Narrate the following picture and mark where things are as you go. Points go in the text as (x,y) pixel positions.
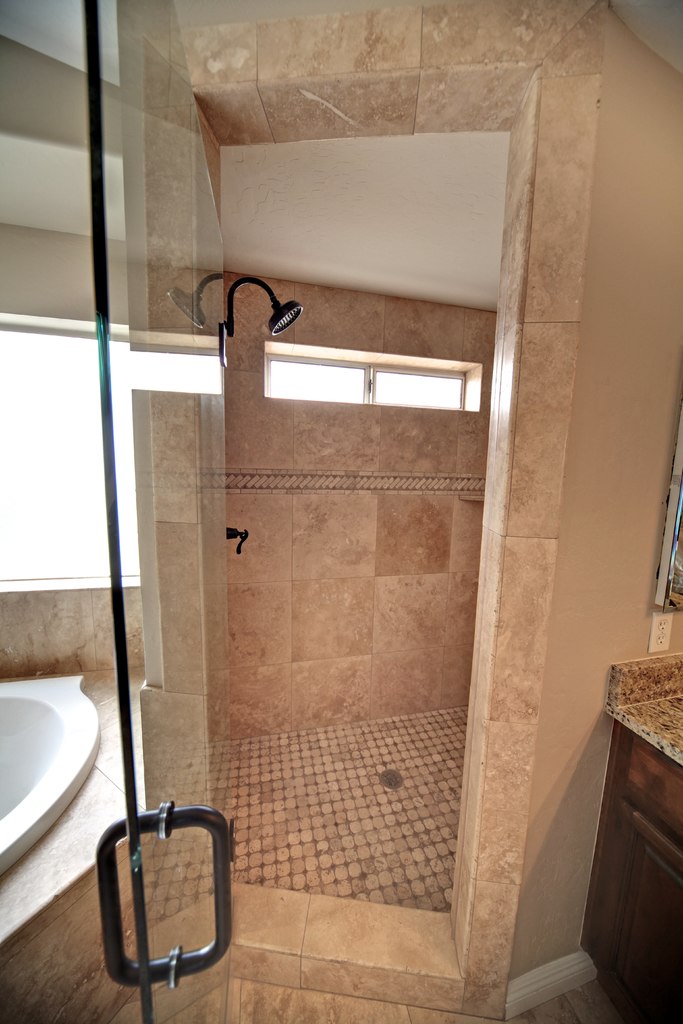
In this image I can see a glass door (179,795), bathtub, cabinet (673,915), shower (375,555) and a wall (456,590). This image is taken may be in a room (333,690).
